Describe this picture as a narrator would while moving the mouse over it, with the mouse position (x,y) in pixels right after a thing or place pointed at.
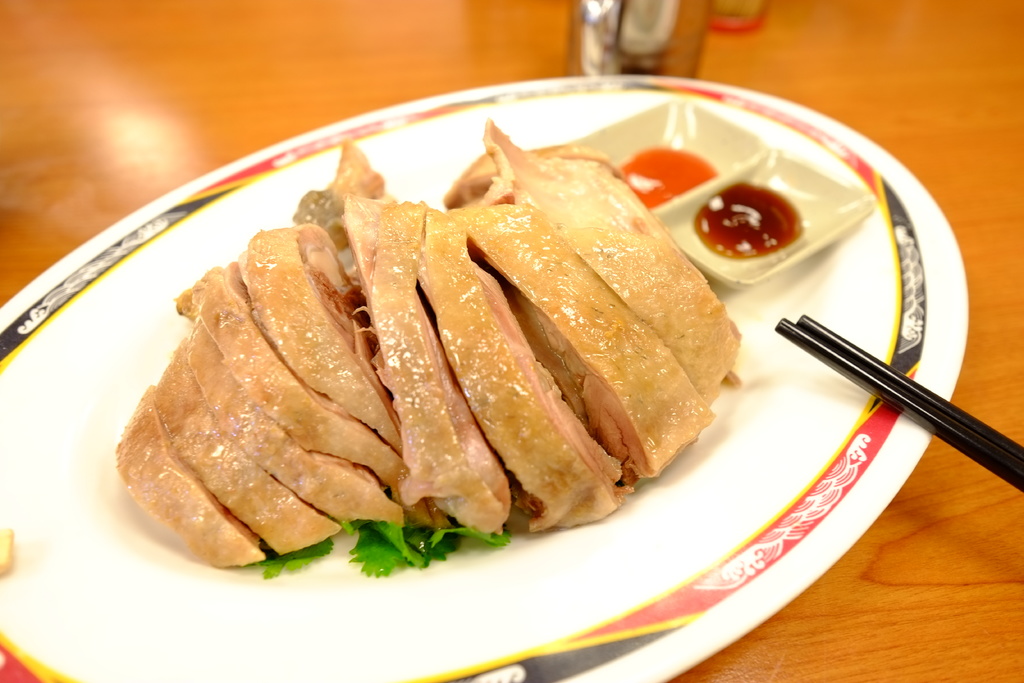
Here we can see a plate (71,272) full of meat (546,311) and sauces (690,185) and chopsticks (809,335) present on a table (922,109).
